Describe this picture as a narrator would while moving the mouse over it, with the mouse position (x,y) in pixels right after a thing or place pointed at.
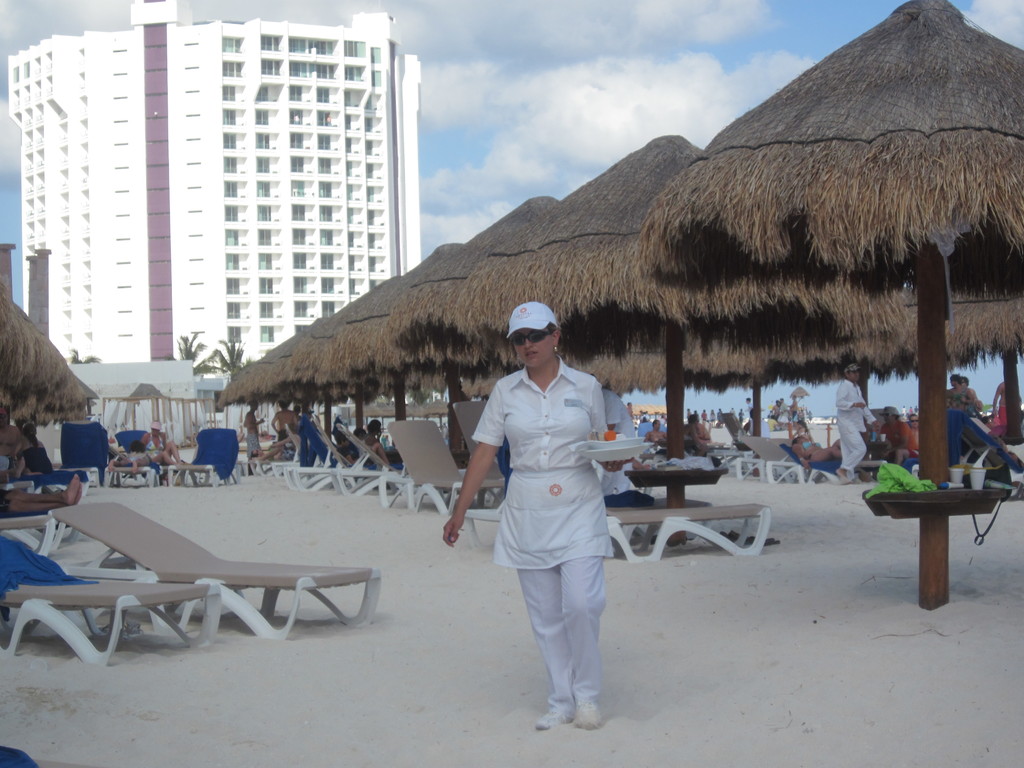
In this image we can see a woman (537,350) on the sandy land (492,569). She is wearing white color dress (514,523) and holding a plate (627,447) in her hand (627,460). Behind her, we can see beds (359,466), people (44,505) and grass umbrellas (494,242). We can see one white color building (287,178) with glass windows (297,161) and the sky (632,43) is covered with clouds (479,29).
